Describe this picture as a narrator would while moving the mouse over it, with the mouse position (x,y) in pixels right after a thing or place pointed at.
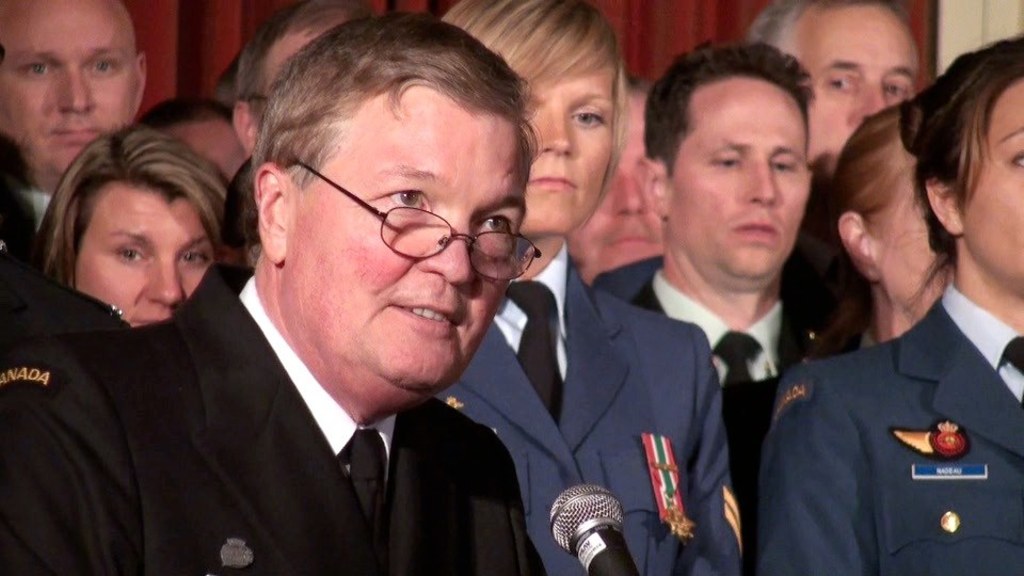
In this image we can see a few people (702,234), behind them there is a wall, in front of them, there is a mic (562,515).
